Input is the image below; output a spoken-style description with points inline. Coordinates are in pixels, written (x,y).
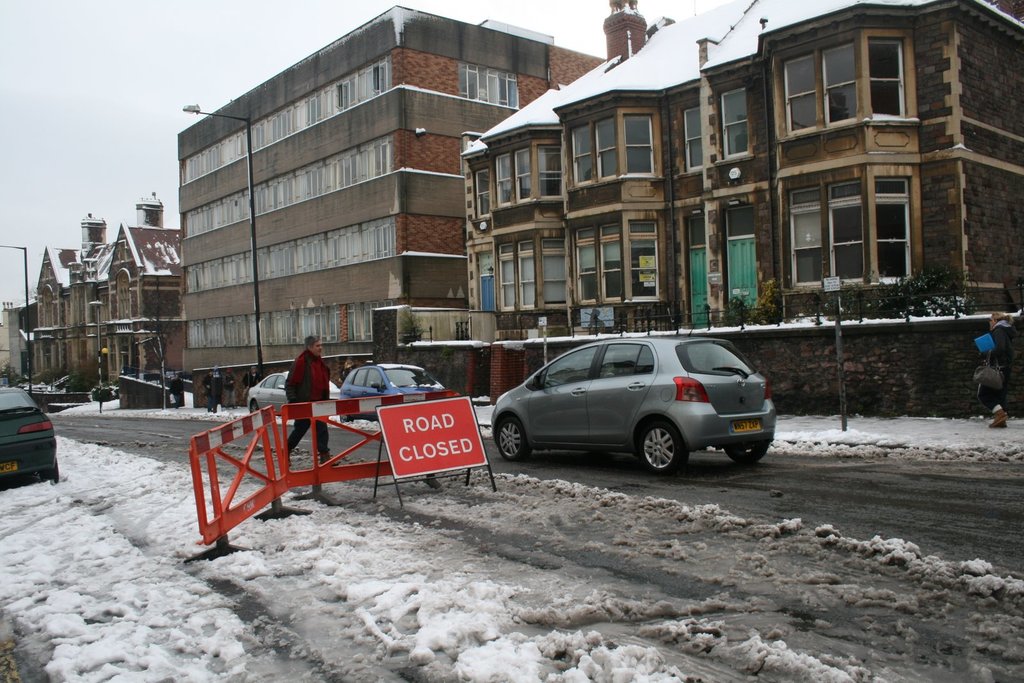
In this image there are buildings (243,278) and poles (101,318). At the bottom (505,456) there are cars (43,442) on the road (485,438) and we can see a board (471,447). There are people (308,376) and we can see snow (288,586). In the background (42,19) there is sky (140,112).
